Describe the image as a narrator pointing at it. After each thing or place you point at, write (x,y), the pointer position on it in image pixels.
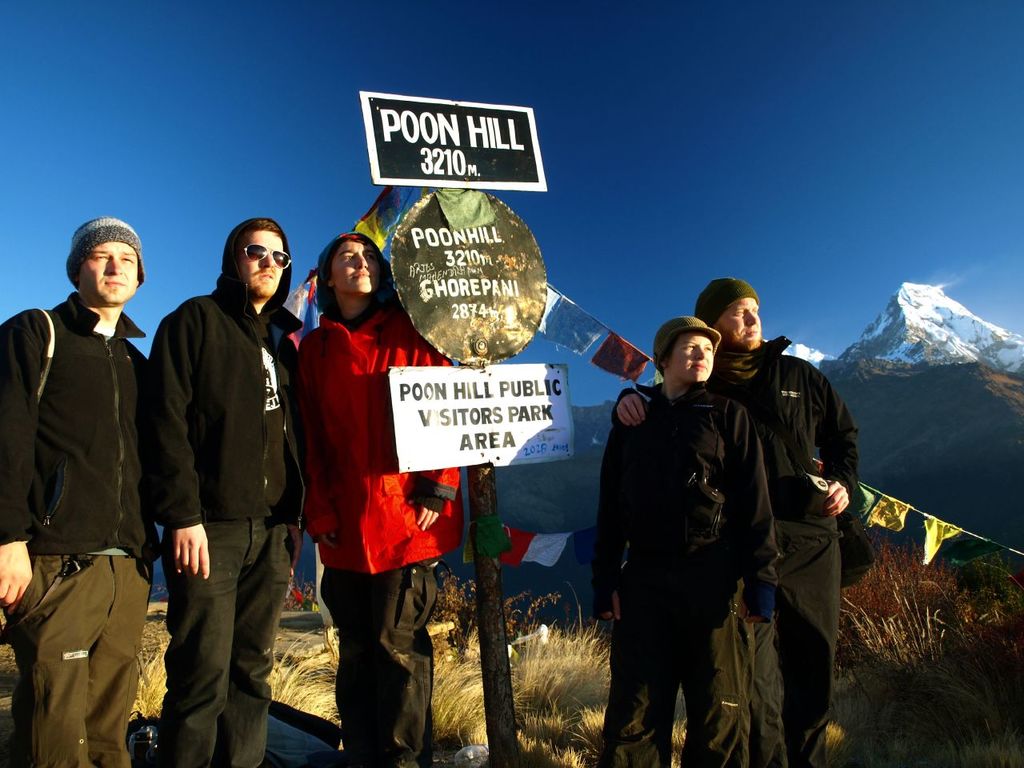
In this image we can see people (355,553) standing wearing jackets (346,456). There is a board (437,454) with some text (470,290) on it. There are flags (579,542). In the background of the image (874,370) there are mountains (925,321) with snow (963,325). At the top of the image (715,117) there is sky (515,12). At the bottom of the image (886,733) there is dry grass (893,732).
